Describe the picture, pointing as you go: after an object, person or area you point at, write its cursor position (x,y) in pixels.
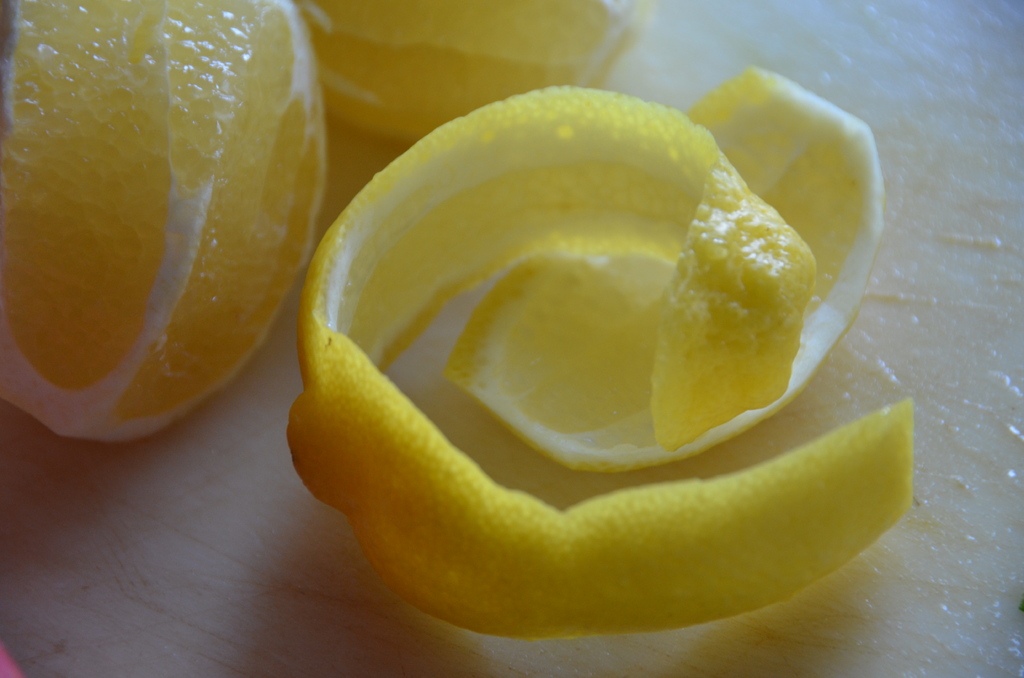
In this image, I can see the pulp (194,275) and peel (401,443) of a lemon (336,228) on an object (1023,354).
